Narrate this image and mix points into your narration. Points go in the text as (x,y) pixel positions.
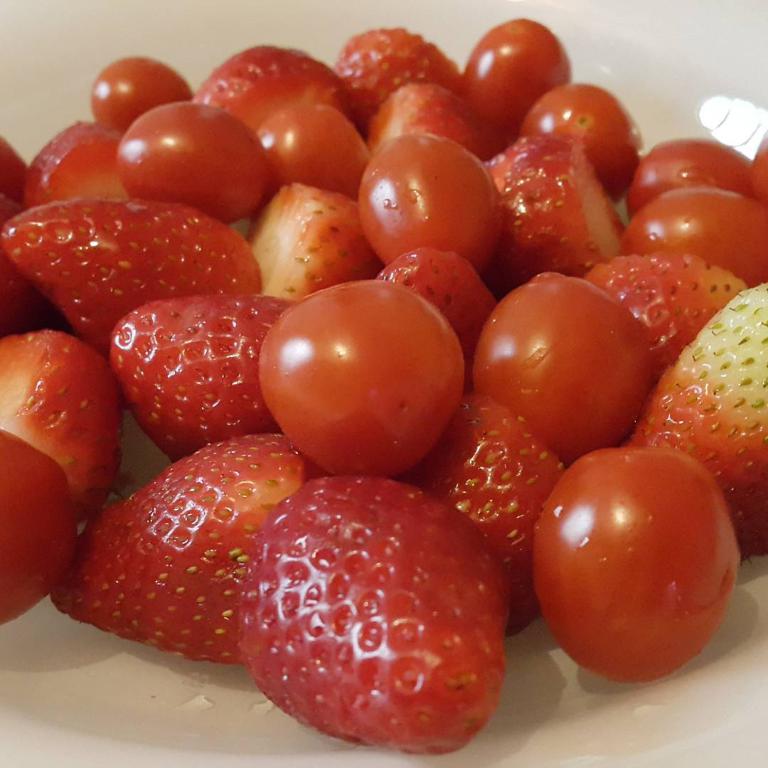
In this image, we can see some strawberries (371,524) and cherry tomatoes (289,144) on the white plate (193,677).
